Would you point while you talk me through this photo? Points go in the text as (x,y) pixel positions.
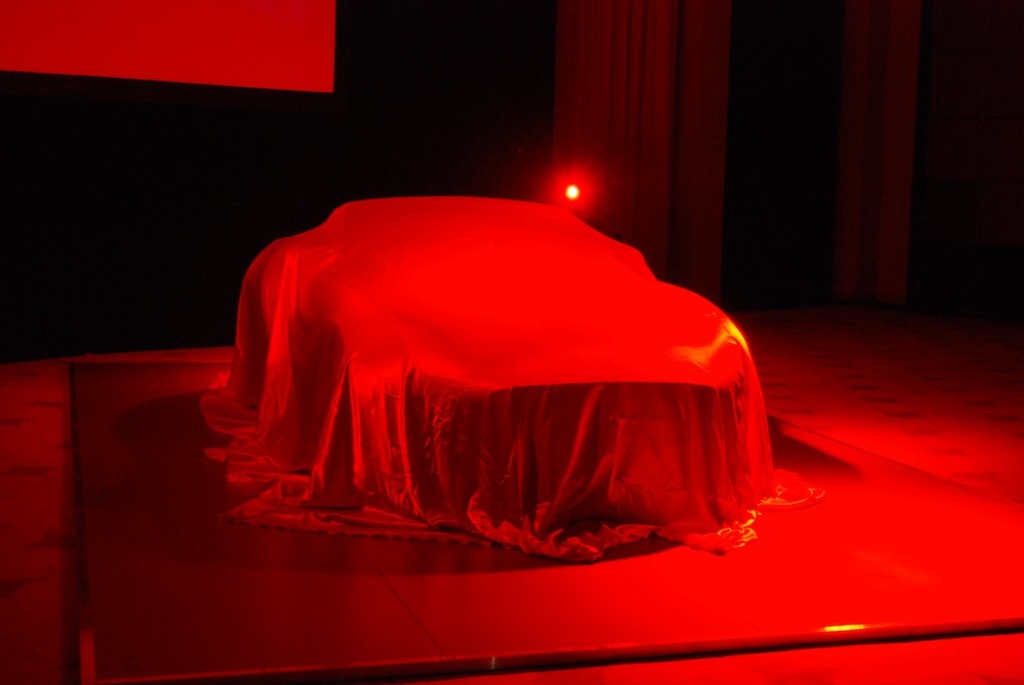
In this image I can see the object (388,397) on the board (603,608) and the board (83,587) is on the surface (60,622). I can see the black and red color background (622,7) and the red color light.
